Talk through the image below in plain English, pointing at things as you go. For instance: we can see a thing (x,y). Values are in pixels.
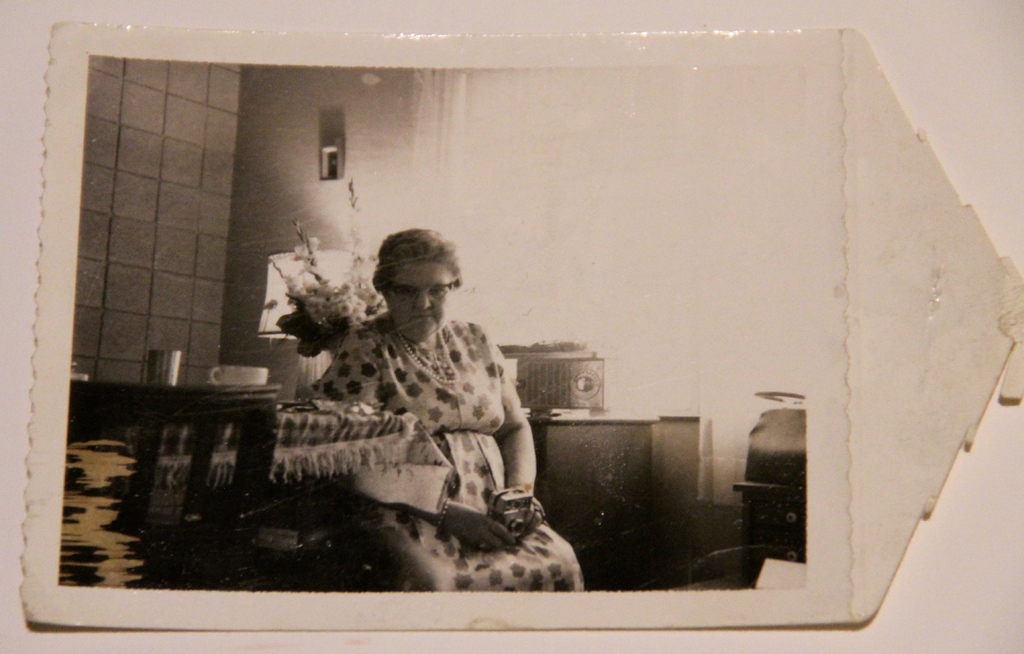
In this picture we can see a photo (486,496), here we can see a woman (434,415) is sitting in the middle (457,435), on the left side (319,468) there is a table (205,409), we can see a glass (170,386) and a cup (255,382) present on the table (231,387), in the background (184,141) there is a wall (308,142).
